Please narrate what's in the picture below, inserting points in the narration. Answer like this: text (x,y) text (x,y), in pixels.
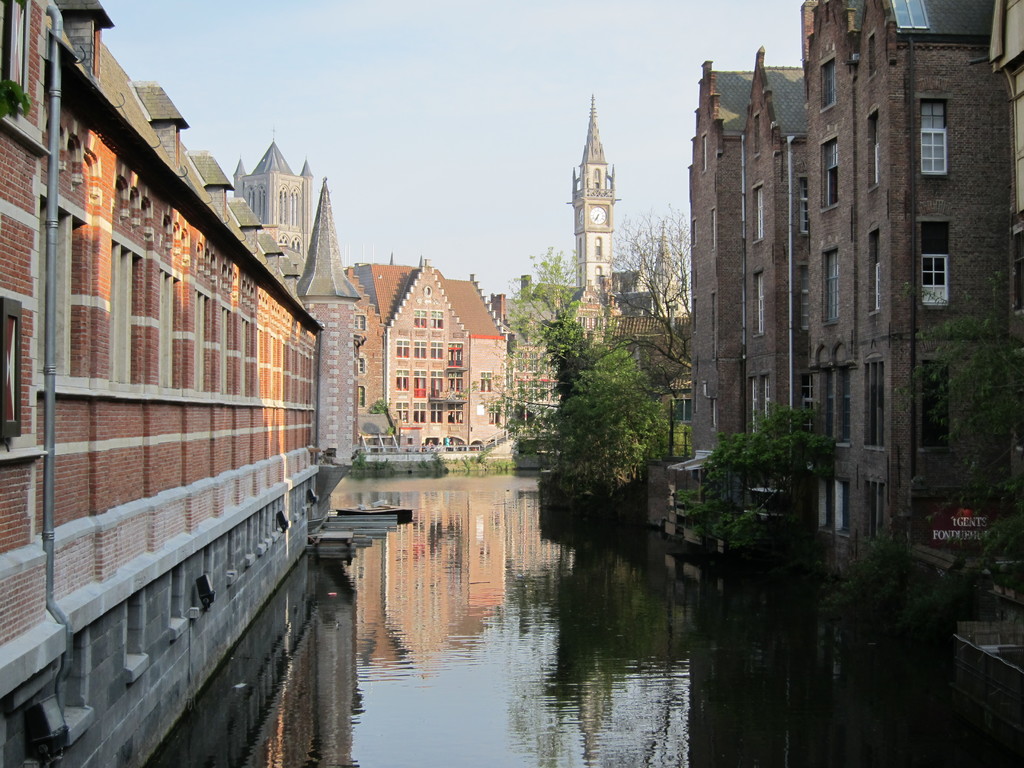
In this image I can see the water (444,651). To the side of the water (466,558) I can see many trees (606,477) and the buildings (463,422). I can see the board (931,527) to the right (972,538). In the background (540,181) I can see the sky (494,172).
